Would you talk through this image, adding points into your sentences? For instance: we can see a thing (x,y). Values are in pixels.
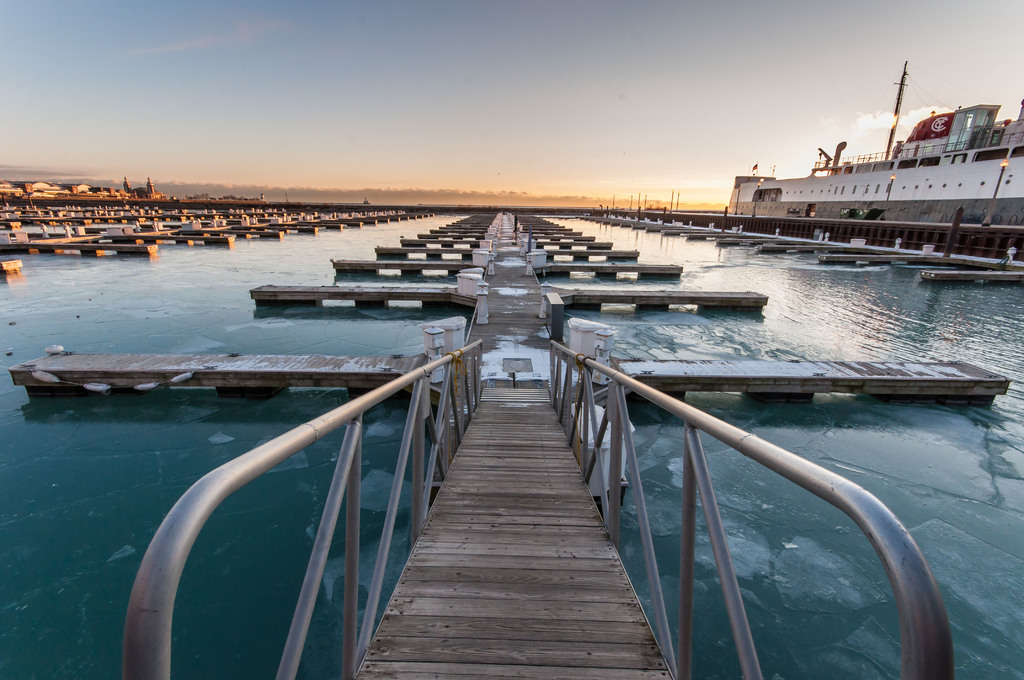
In the picture I can see boat docks (666,266), I can see water (158,312), a ship (932,150) floating on the water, which is on the right side of the image (982,177) and I can see the sky (737,112) with clouds (888,126) in the background (649,158).
